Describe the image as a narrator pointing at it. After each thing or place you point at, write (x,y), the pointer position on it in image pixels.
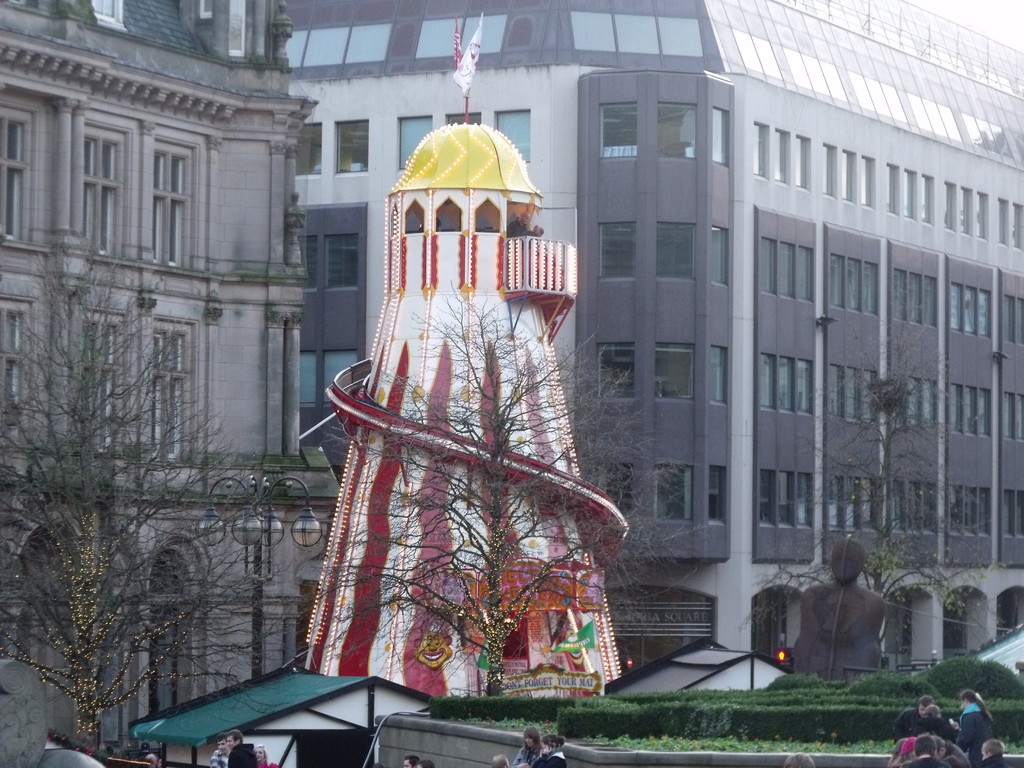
In this picture in the front (952,744) there are persons (934,745). In the center (418,501) there is grass (702,708) on the ground (761,718), there are dry trees (874,602) and there is a tower (420,436) and there is a sculpture (809,634) and on the top of the tower (466,136) there is a flag (463,61). In the background (580,168) there are buildings (679,312).
